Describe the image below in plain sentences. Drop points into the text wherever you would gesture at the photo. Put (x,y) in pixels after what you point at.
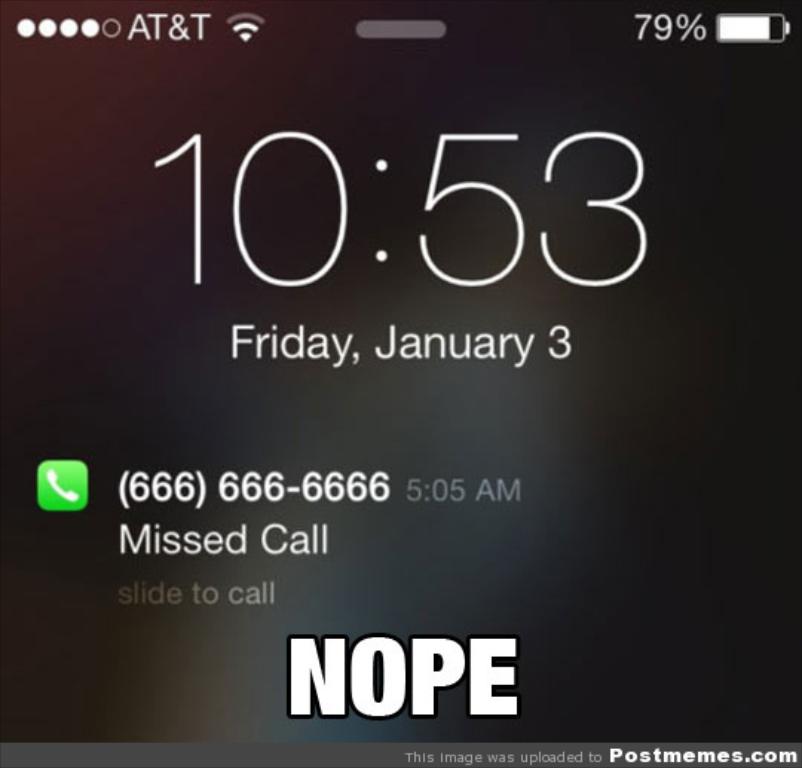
In this image we can see the screen (536,375) of a mobile phone (468,535).
